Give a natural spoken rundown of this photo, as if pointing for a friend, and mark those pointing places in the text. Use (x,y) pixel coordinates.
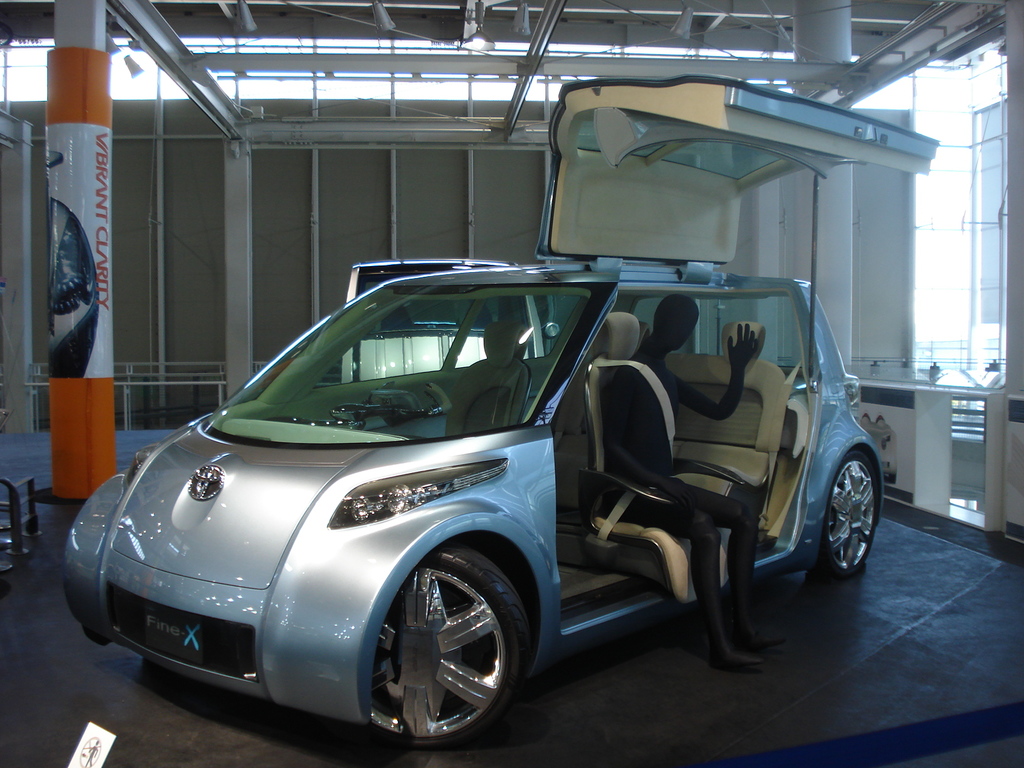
In the center of the image (600,469) there is a car (513,487). There is a depiction of a person (690,494) sitting on the car (793,488). Behind the car (877,119) there are pillars (8,173). At the bottom of the image (858,683) there is a floor (835,700). On the right side of the image (937,289) there is a glass window (952,289). On top of the image (473,16) there is a light (522,11).
